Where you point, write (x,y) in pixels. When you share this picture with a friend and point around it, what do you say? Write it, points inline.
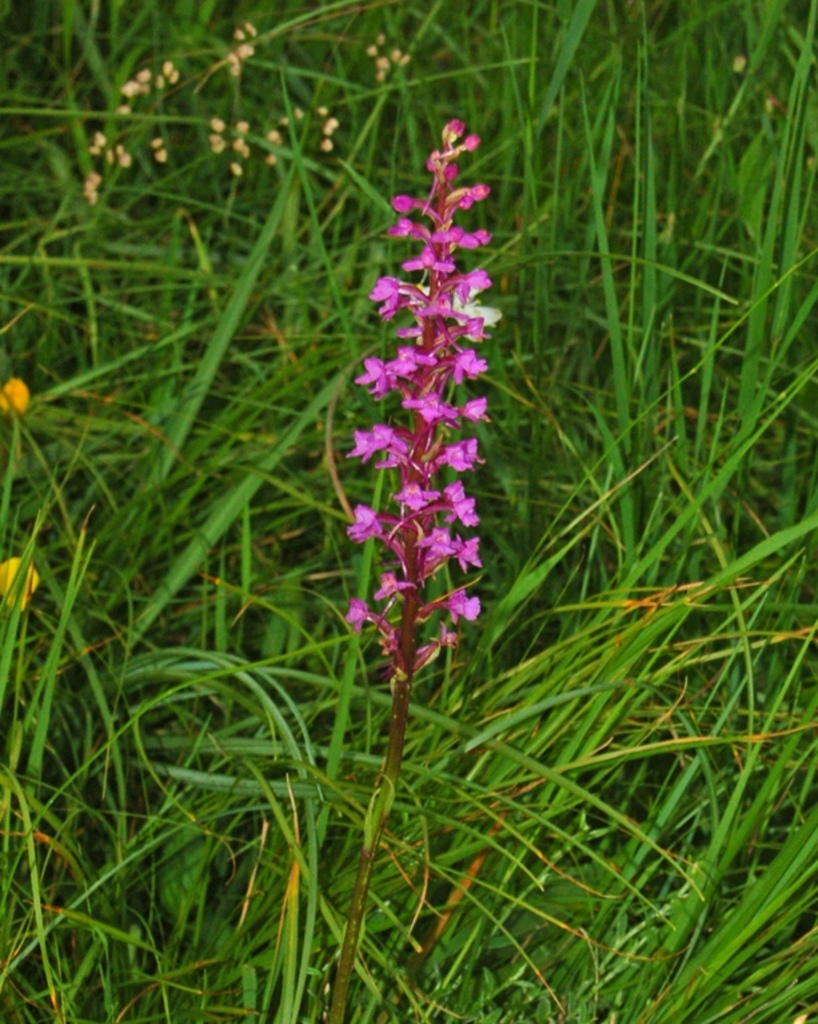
In this picture there is flower plant (459,129) in the center of the image (457,369) and there is greenery (208,357) in the background area of the image (307,296).
